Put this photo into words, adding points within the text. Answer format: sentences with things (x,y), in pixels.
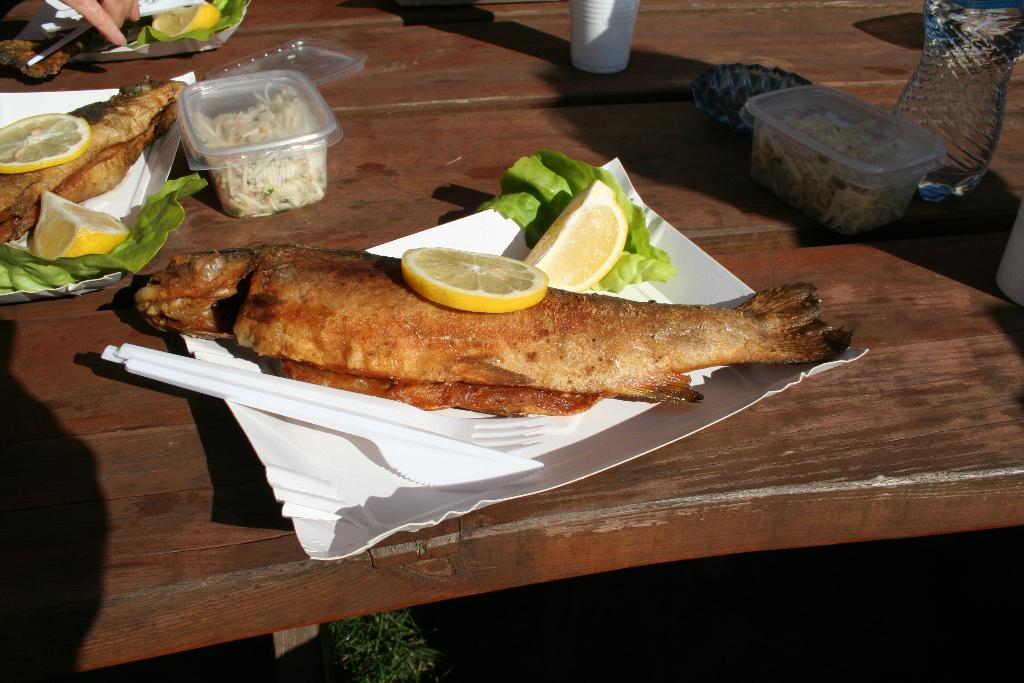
In this picture there are few eatables (136,105) placed in a white paper plates (694,385) and there are few drinks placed beside it on a brown table (833,469).
